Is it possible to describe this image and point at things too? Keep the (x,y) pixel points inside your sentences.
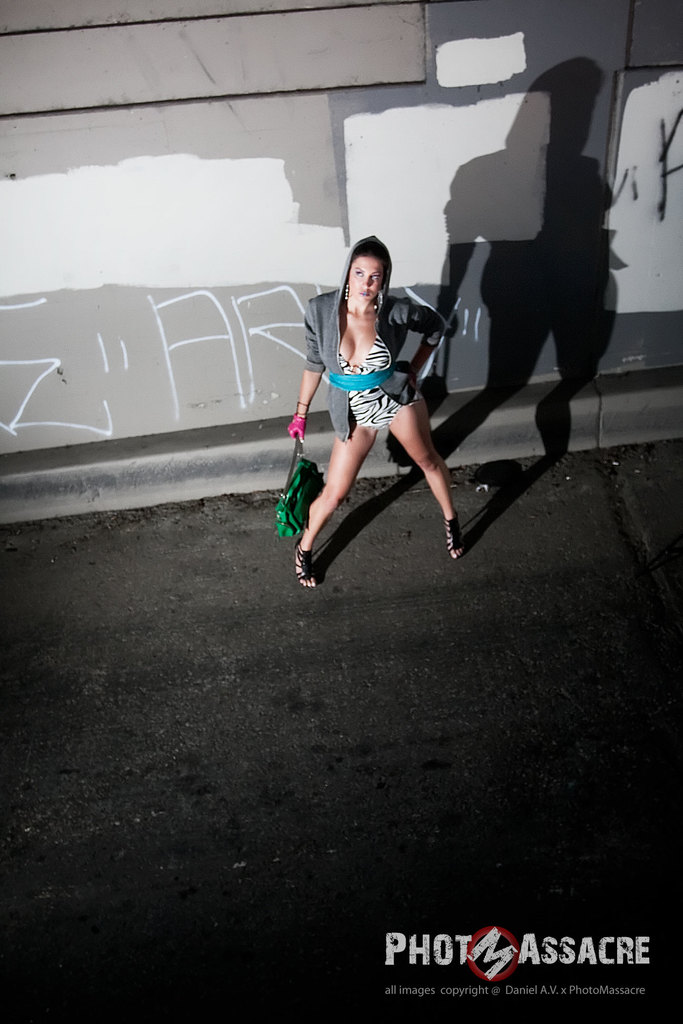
In this image there is a person (332,490) standing on the road (309,597) and she is holding the bag (292,470). Behind her there is some text (76,314) on the wall (340,158). At the bottom of the image (592,987) there is some text (589,942).
